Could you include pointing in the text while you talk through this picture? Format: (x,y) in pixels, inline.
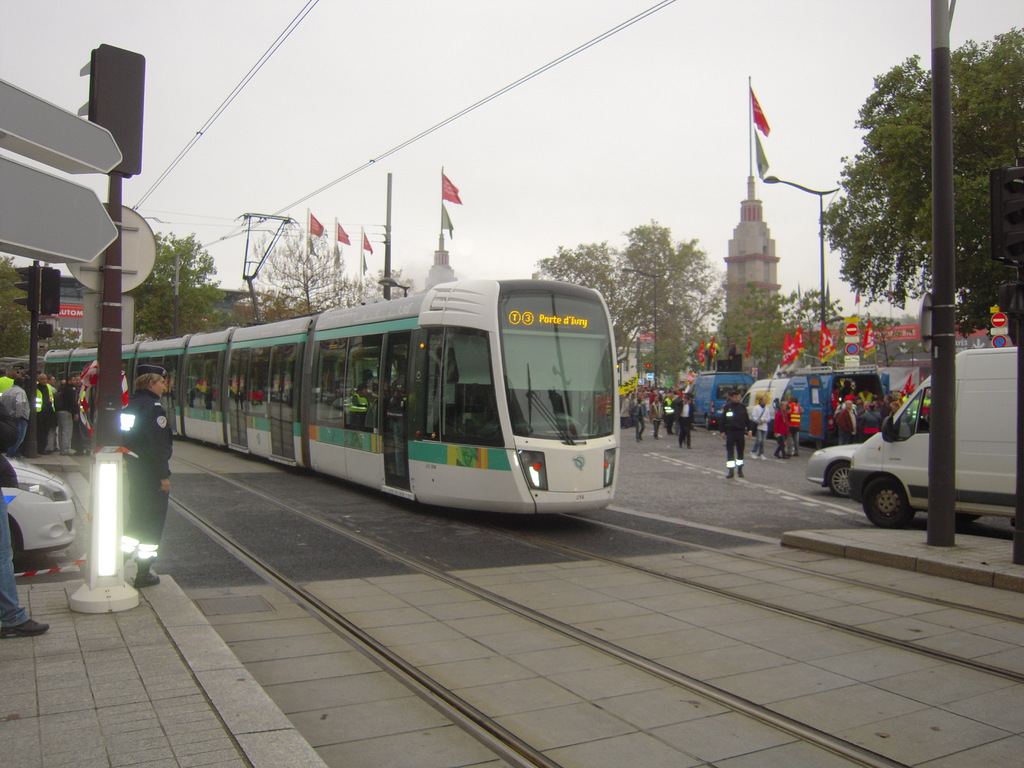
In this picture, it looks like an electric locomotive (387,380). On the left (161,410) and right side of the electric locomotive (492,372), there are groups of people (683,406) and vehicles (784,389). Behind the locomotive (207,350), there are trees (190,254), cables (218,240), flags (312,222), architectures (730,272) and the sky (304,124). On the left (38,319) and right side of the image (1000,330) there are poles (32,352) with boards (86,299) and traffic signals (33,288) attached to it.
